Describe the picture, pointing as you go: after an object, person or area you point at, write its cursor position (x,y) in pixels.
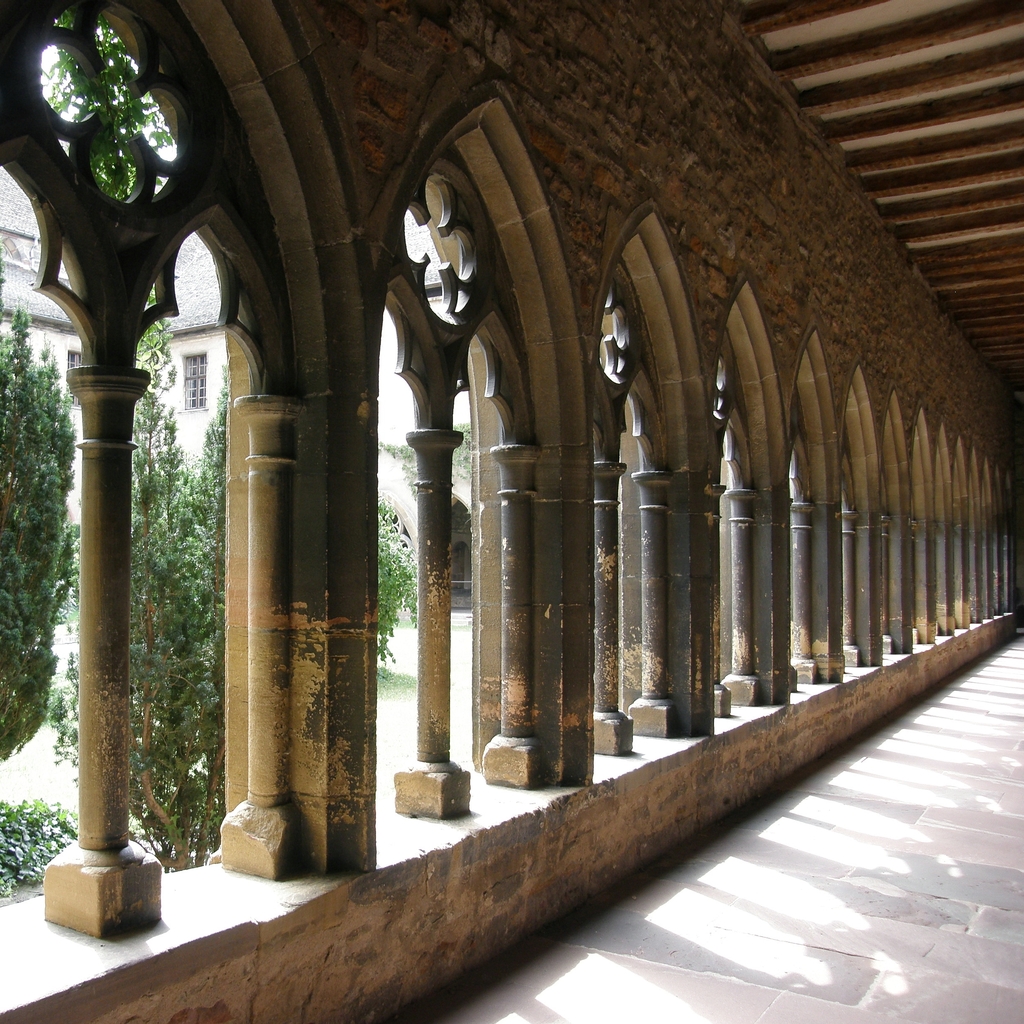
This picture is clicked inside. On the left (315,810) we can see the pillars (658,614) and the wall (745,211) of the building (762,119) and we can see the arch (216,138). At the top (924,83) there is a roof (929,223). On the left (55,472) we can see the plants (206,673) and some other building (209,333).
